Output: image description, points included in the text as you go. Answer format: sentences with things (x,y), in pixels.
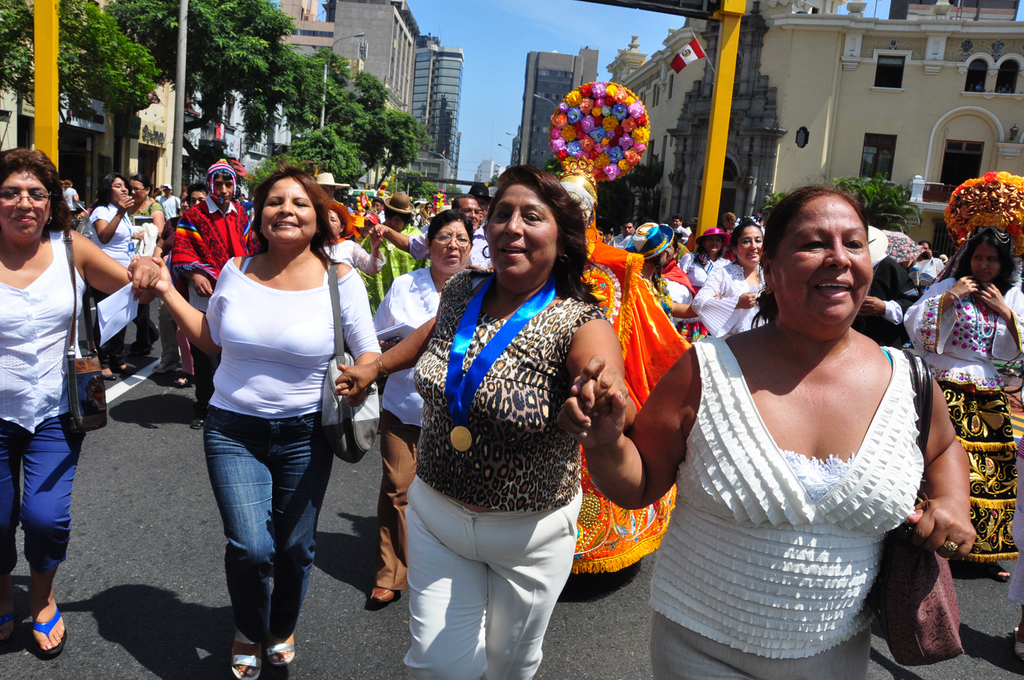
In this image there are many people (410,310) on the road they all are smiling. In the background (357,33) there are buildings (371,32), trees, poles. Few people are wearing costumes (957,243).
